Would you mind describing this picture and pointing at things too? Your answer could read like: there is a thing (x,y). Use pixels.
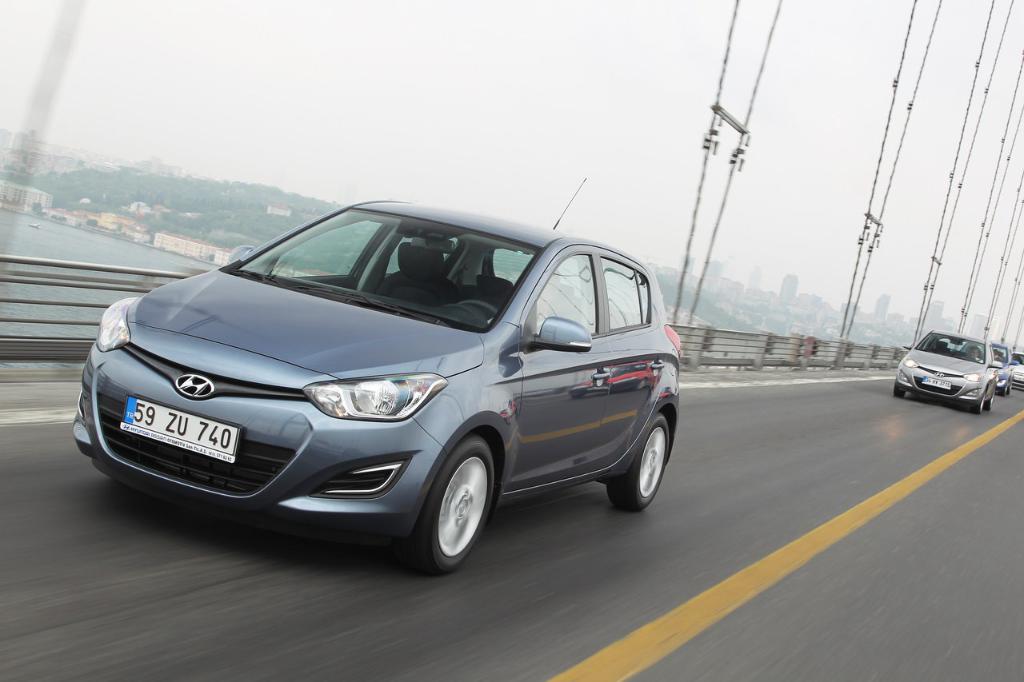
In this image in the center (416,383) there are some vehicles (301,410), and at the bottom (236,609) there is a road (286,582). And in the center of the image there is a railing (707,339) and some wires (719,96), and in the background (151,203) there are trees (728,302), buildings (758,306), houses (728,302), mountains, and river (94,238). At the top (230,170) there is sky (248,178).
